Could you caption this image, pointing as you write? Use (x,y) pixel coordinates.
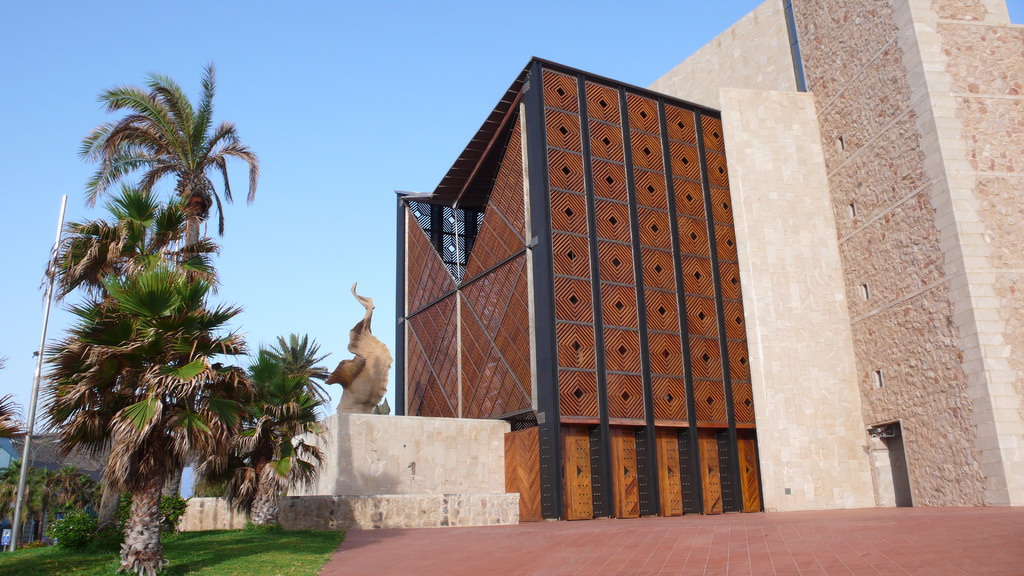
This image is taken outdoors. At the bottom of the image (575,531) there is a floor (393,552) and a ground (242,552) with grass (104,559) on it. At the top of the image (397,78) there is a sky (96,84). On the right side of the image (903,144) there is a building (652,230) with a few walls (860,260), windows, a door (889,467) and an architecture (880,257). In the middle of the image (363,362) there is a statue (357,393). On the left side of the image (118,365) there are a few trees (101,510) and plants (86,517) and there is a pole (18,517).
